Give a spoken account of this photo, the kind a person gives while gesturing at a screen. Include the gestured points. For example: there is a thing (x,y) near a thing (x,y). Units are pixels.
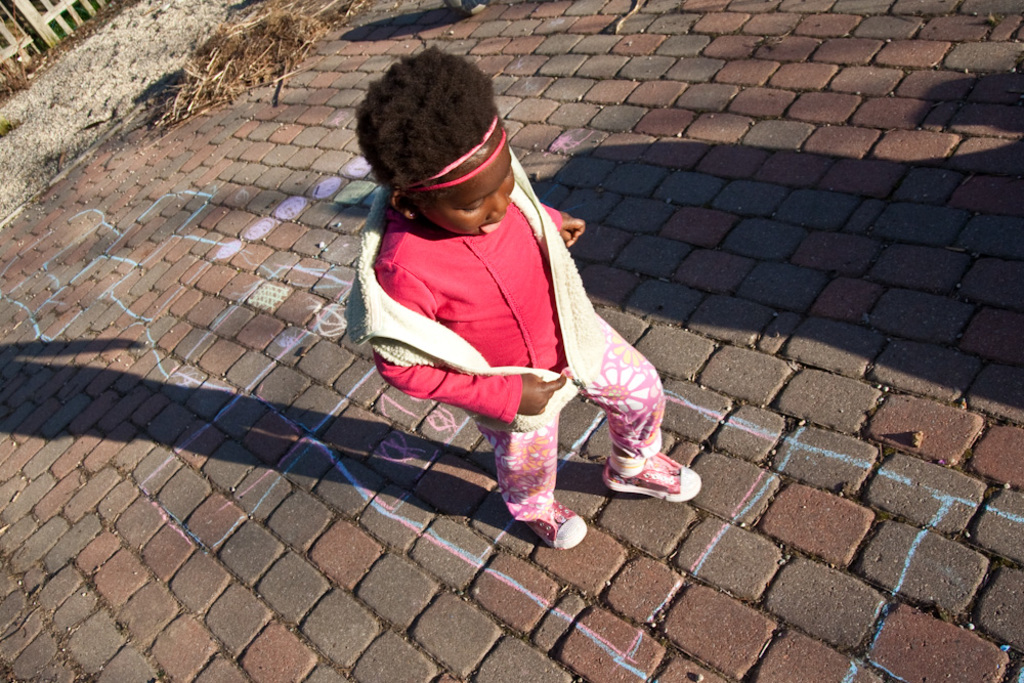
In this image the person (522,317) playing on the ground (677,285). At the back (263,40) there is a grass (235,63), sand (129,71) and fence (37,21) with bricks (228,463).
